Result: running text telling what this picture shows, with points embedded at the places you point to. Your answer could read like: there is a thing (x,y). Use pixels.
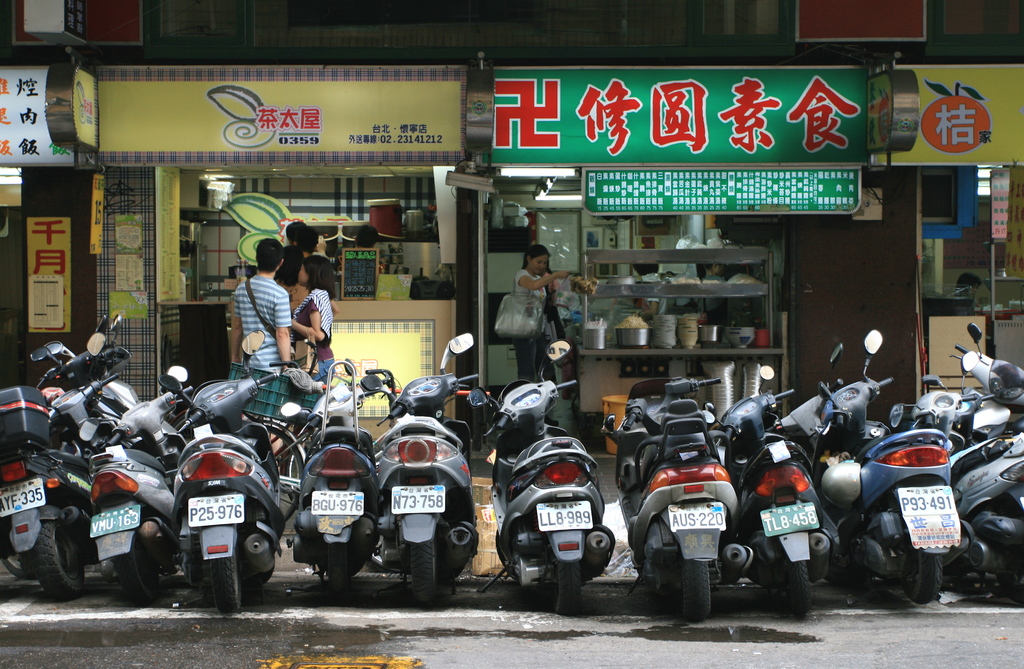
In this image I can see many bikes (423,497) which are colorful. I can see the number plates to the bikes (424,471). To the side of the bikes (269,376) there are people (286,341) standing and wearing the different color dresses (330,352). And there are many shops (371,252) in-front of the people (243,305). I can also see the boards (494,135) to the shops (484,137). These bikes (528,483) are on the road (621,623).
